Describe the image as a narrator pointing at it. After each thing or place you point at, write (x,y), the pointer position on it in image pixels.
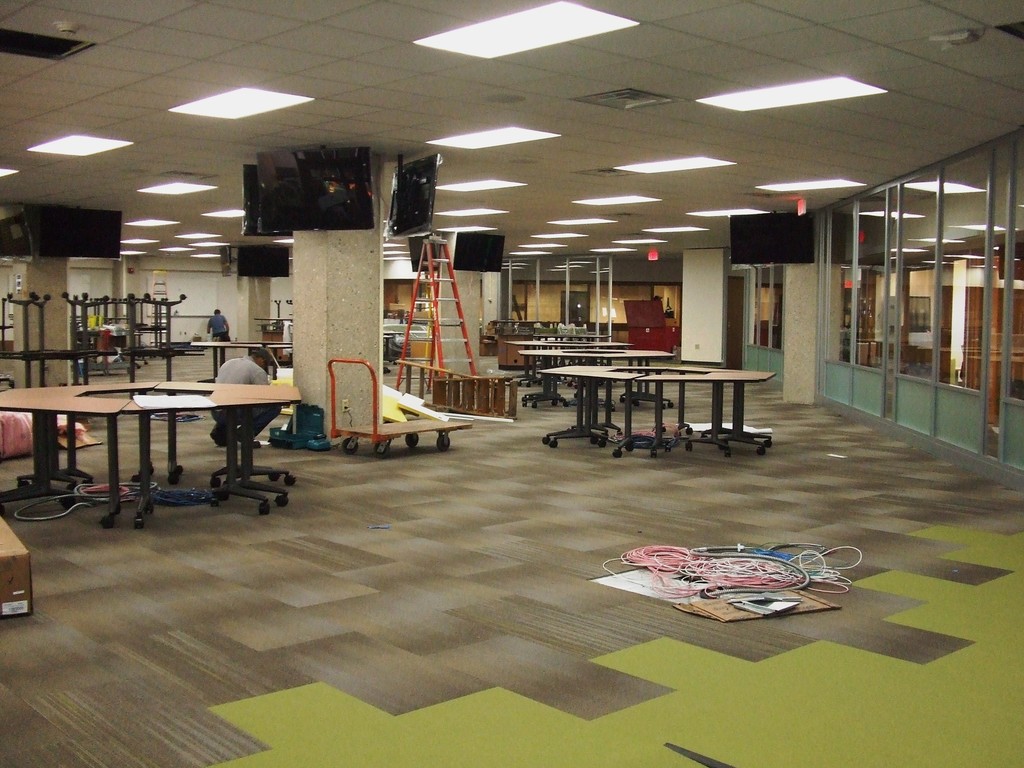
These are the tables (570,373) with wheels (669,442) attached to it. I can see the TV screens (328,210), which are attached to the wall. These are the pillars (371,299). This looks like a ladder (434,289). I can see a person (261,361) sitting in squat position. I think these are the wires (720,579), cardboard box (718,617) and few other things (745,603) placed on the floor (773,617). This is the glass door (877,304). I can see the ceiling lights (517,44), which are attached to the roof (540,67). This looks like a wheel cart (376,431).
